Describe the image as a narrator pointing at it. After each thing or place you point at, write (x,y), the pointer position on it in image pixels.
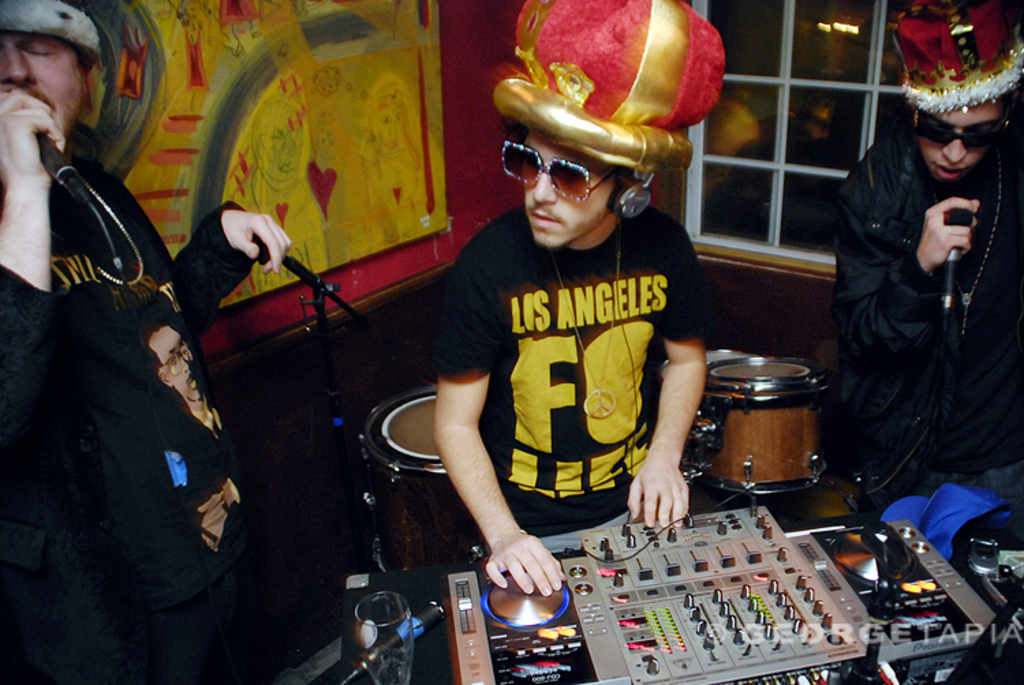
In the picture I can see three men (605,317) are standing among them two men (893,282) are holding microphones (258,246) in hands (278,253). The man (583,143) in the middle (558,393) is wearing shades (584,170) and hat (680,64). Here I can see music system (693,631), musical instruments (705,407), board (177,224) attached to the wall (490,54) and windows (802,139).
